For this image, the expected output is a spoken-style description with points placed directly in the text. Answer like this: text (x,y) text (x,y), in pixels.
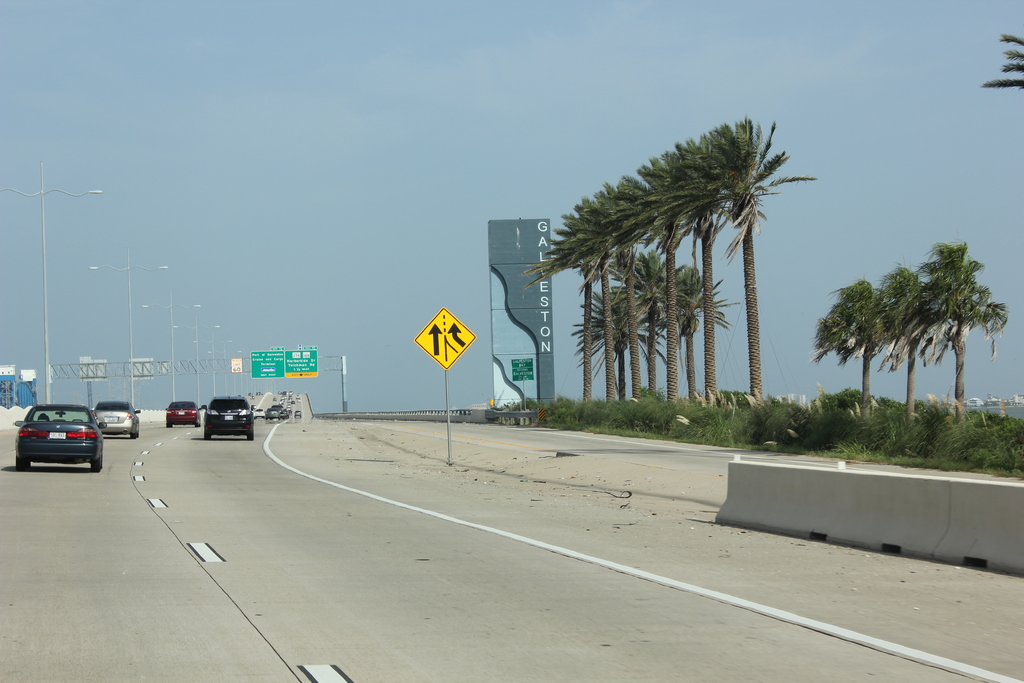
In this picture there are few vehicles (231,401) on the road (169,451) and there are few light poles (172,331) in the left corner (46,307) and there are few trees (873,340) in the right corner (849,349).
